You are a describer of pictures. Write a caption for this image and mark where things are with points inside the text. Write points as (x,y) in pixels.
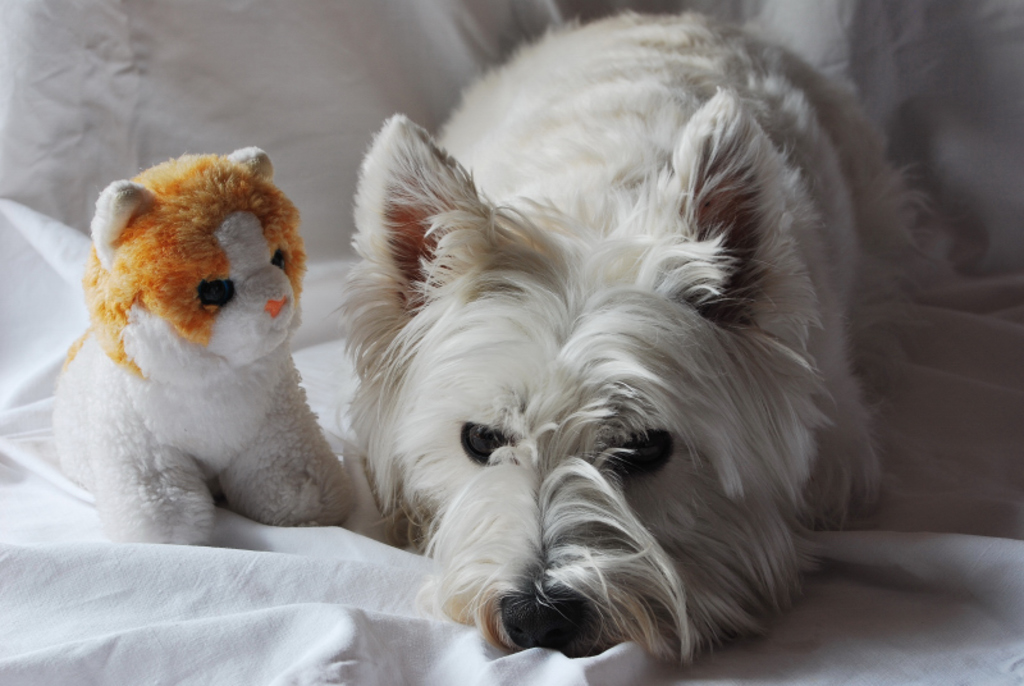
In this image there is a dog (768,116) and a toy (143,295) on a bed (864,591).
